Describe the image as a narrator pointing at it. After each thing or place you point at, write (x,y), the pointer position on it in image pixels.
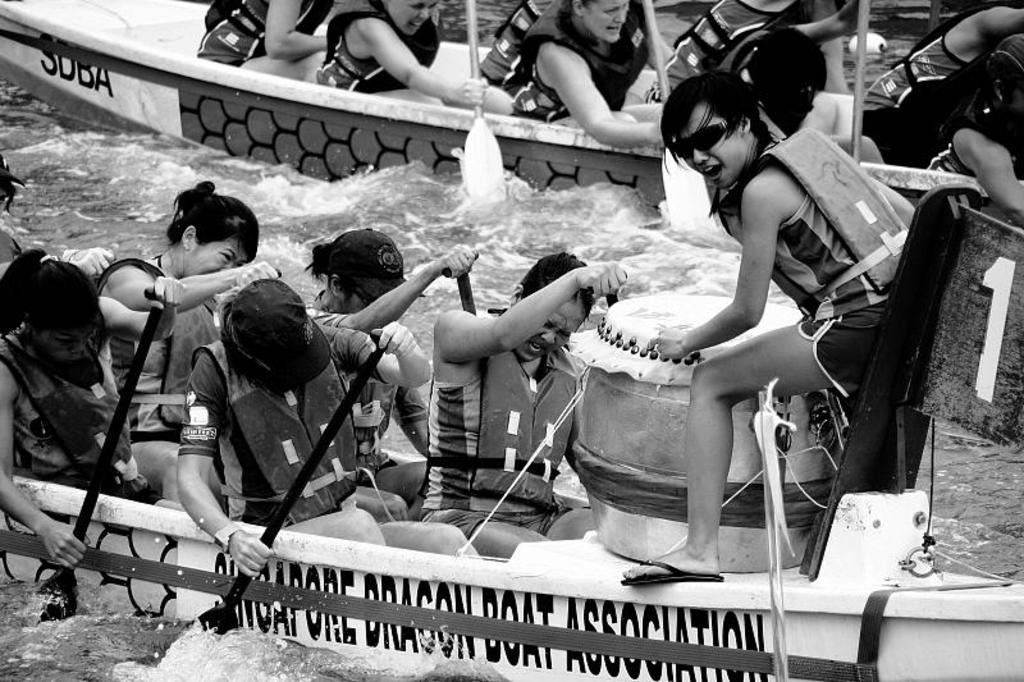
In the picture we can see a dragon boat (938,207) on it, we can see some people (33,296) are sitting and riding it with holding sticks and beside also we can see a boat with some people (586,90) sitting and riding on it.
